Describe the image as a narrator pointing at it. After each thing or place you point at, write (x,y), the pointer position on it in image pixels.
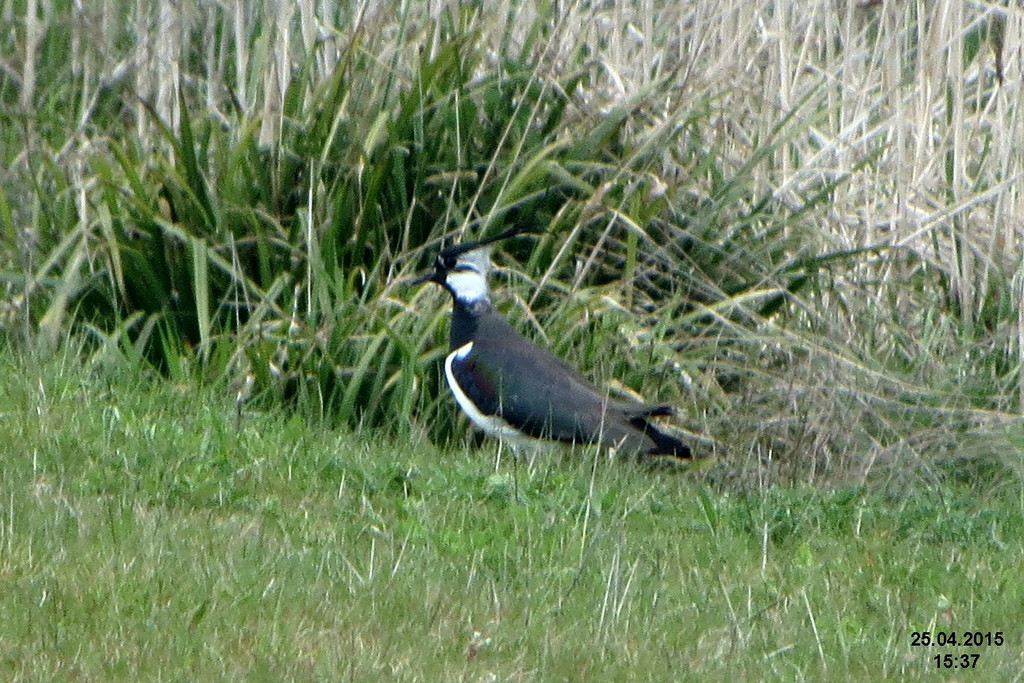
This image consists of a bird (510,379) in black color. At the bottom (465,553), there is green grass (356,487). In the background (342,84), there are plants (164,225).
